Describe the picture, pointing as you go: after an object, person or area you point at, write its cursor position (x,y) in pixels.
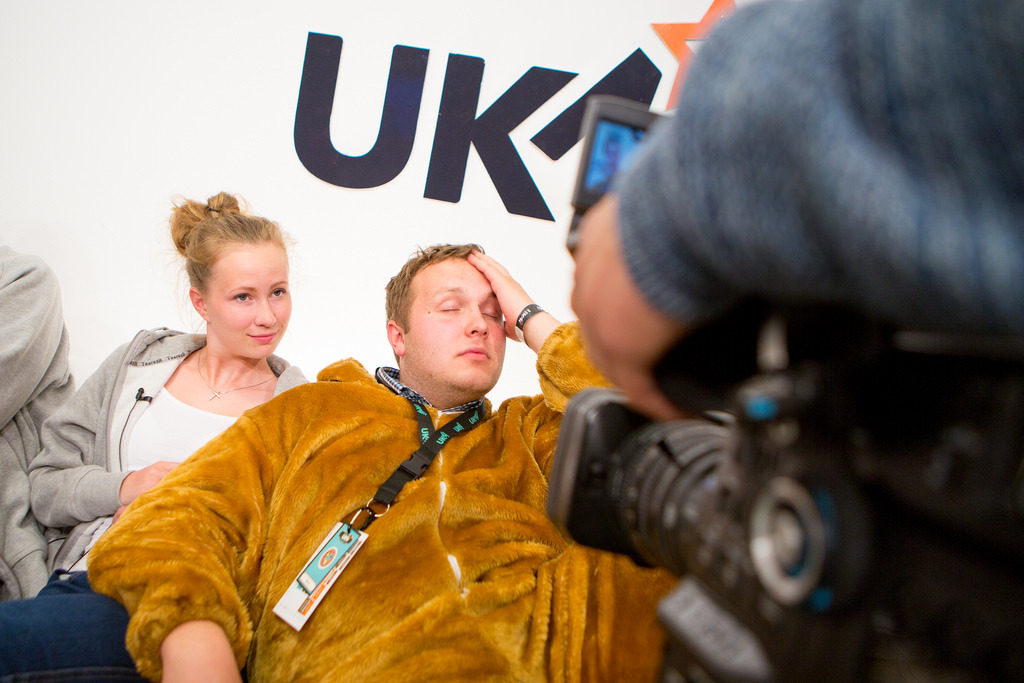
In this image there are some people (156,402) who are sitting, in the foreground (831,503) there is one man (606,199) who is holding the camera (810,529) and in the background (393,131) there is some text (494,116).
